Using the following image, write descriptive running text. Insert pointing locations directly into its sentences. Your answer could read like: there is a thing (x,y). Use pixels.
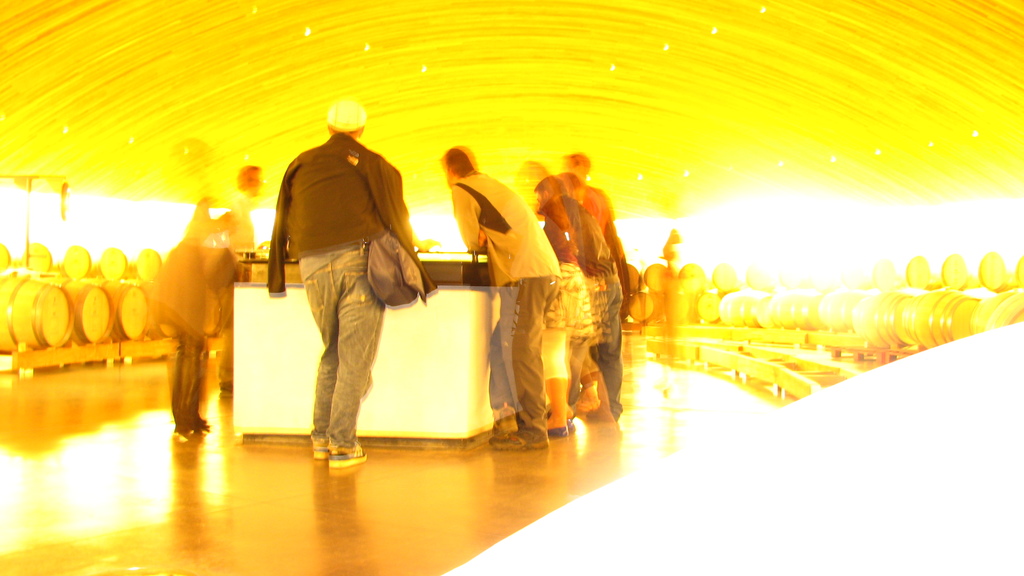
In this image I can see few people (333,190) are standing in front of the table (437,264). One person (365,257) is wearing bag (401,269). I can see few objects (109,316) around. I can see a yellow and white shade (601,151).
